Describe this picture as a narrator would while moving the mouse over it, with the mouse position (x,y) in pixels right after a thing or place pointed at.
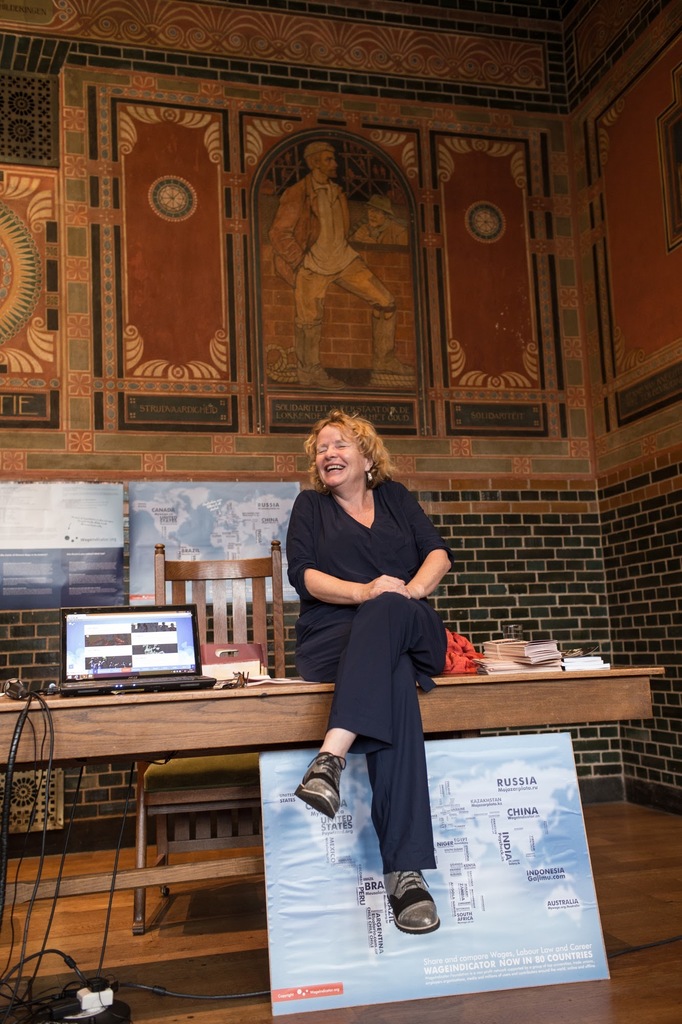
In this picture we observe a lady (332,664) sitting on a wooden table (320,685) and there is a photograph (555,777) beneath it and there are two photographs (43,537) fitted to the wall (107,432) and in the background (204,208) we observe a decorated wall (306,249).
